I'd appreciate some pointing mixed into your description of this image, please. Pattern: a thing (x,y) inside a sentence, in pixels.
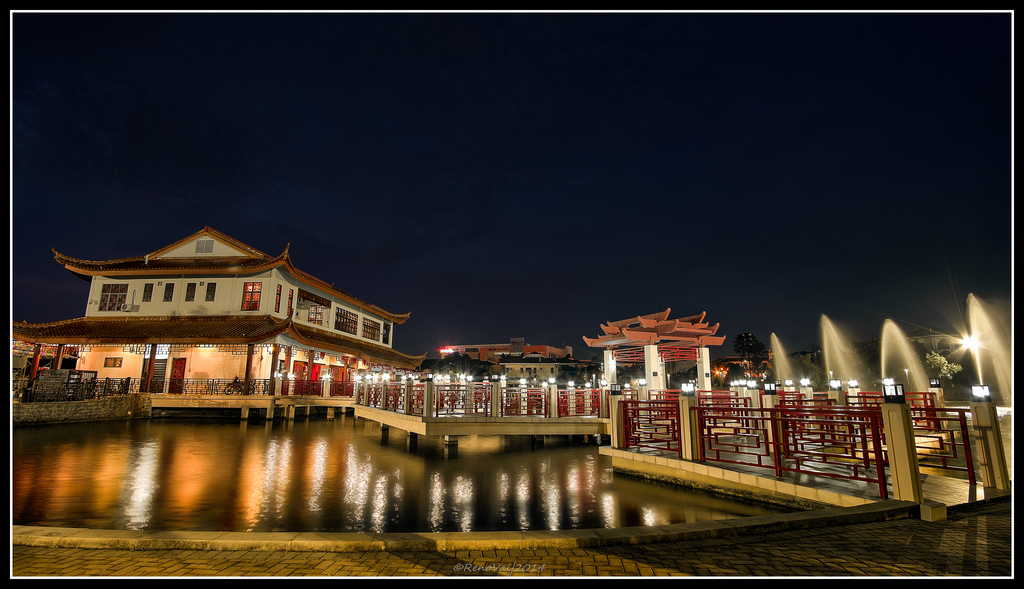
In this image we can see building (36,353), lights (719,375), water fountain (997,379), water (261,482) and sky (516,218).
